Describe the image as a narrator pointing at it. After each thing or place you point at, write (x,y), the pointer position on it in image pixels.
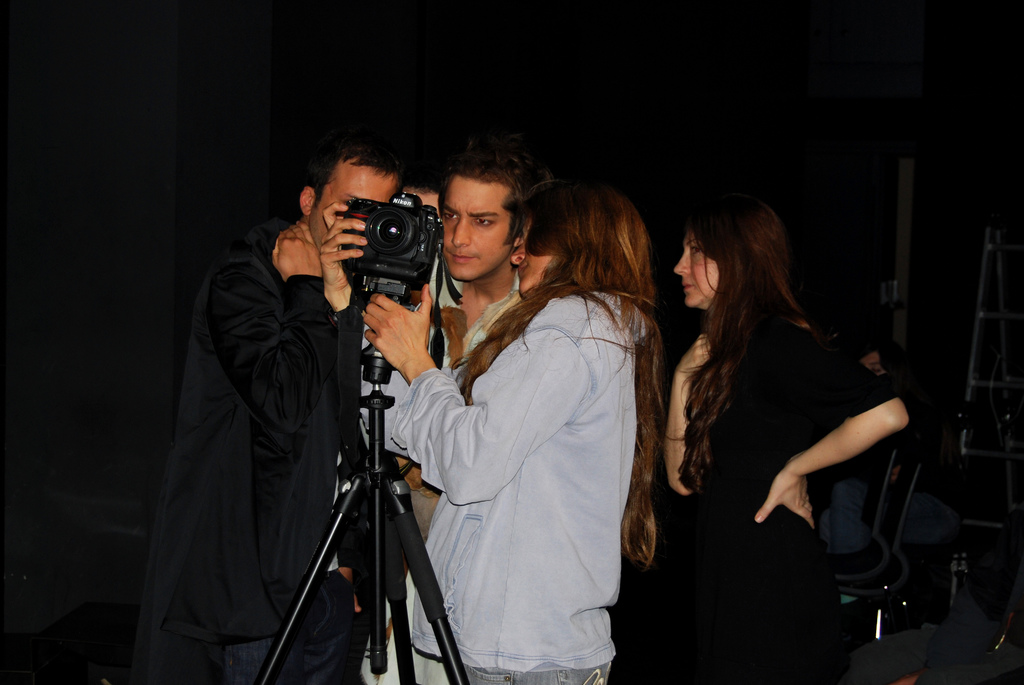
In this image there are five people (605,383) standing. In front of them there is a camera (404,262) on the tripod stand (382,472). Behind them there are a few people (911,532) sitting. To the right (1005,311) there is a ladder (1002,364). The background (272,133) is dark.
